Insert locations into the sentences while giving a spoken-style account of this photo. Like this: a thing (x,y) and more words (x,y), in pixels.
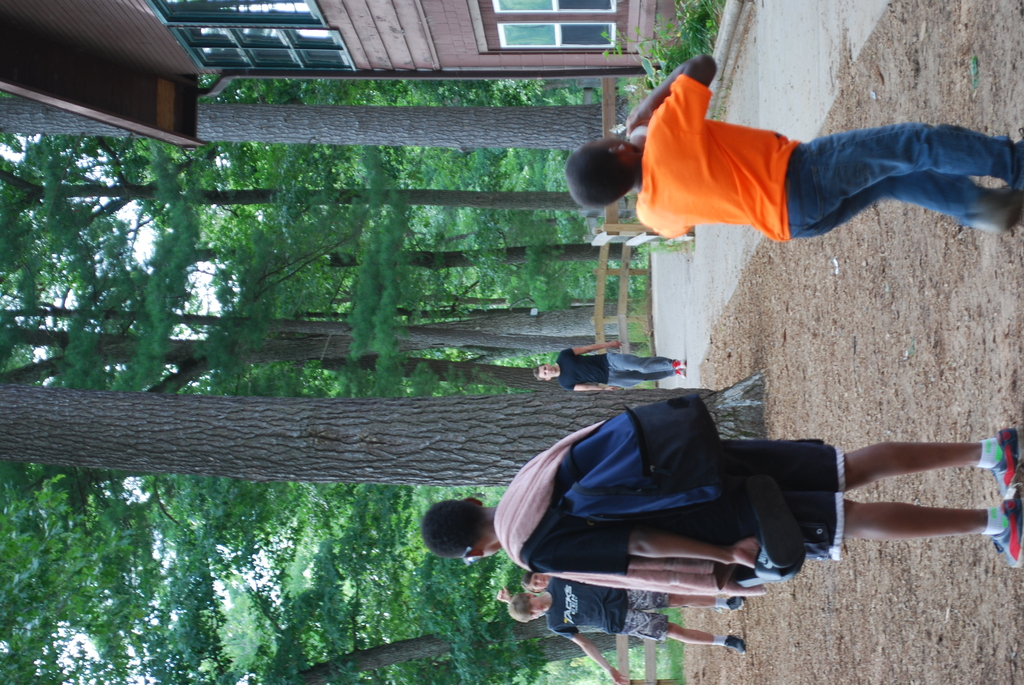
There are few people (592,599) standing. These are the trees (233,440) with branches (355,521) and leaves (332,233). This looks like a house (243,29) with glass windows (248,10). I can see small plants (689,31). This is the pathway (701,269). I think this is the wooden fence (606,260).
